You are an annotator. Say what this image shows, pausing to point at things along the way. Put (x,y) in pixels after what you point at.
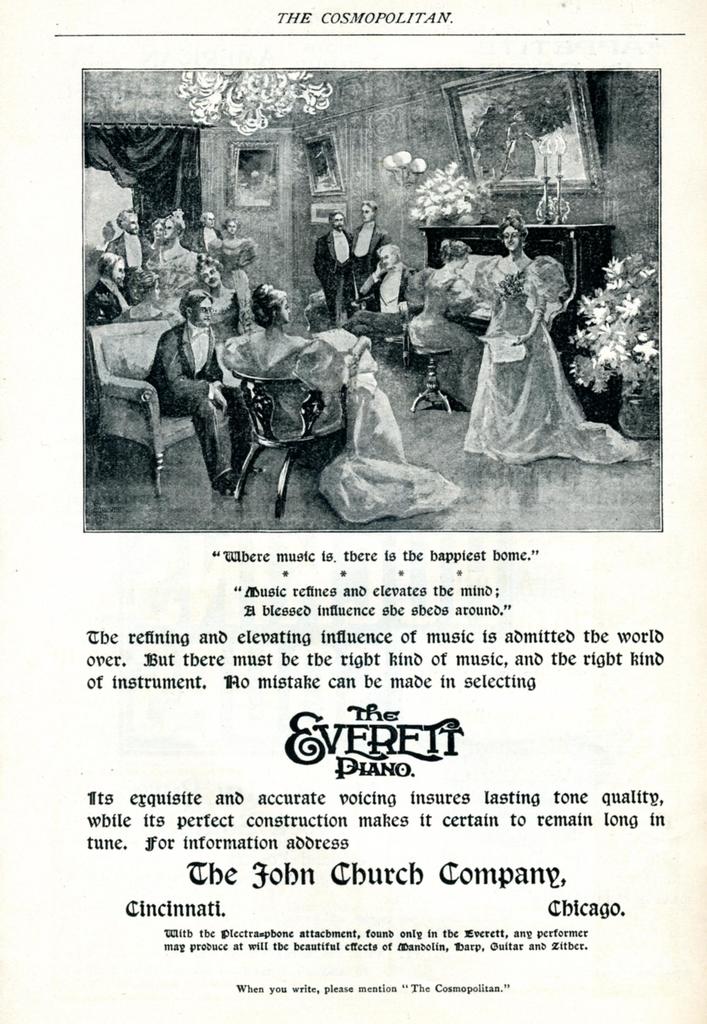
In this image, there is a page (318,46) contains a photograph (243,282) and some text (351,661).
